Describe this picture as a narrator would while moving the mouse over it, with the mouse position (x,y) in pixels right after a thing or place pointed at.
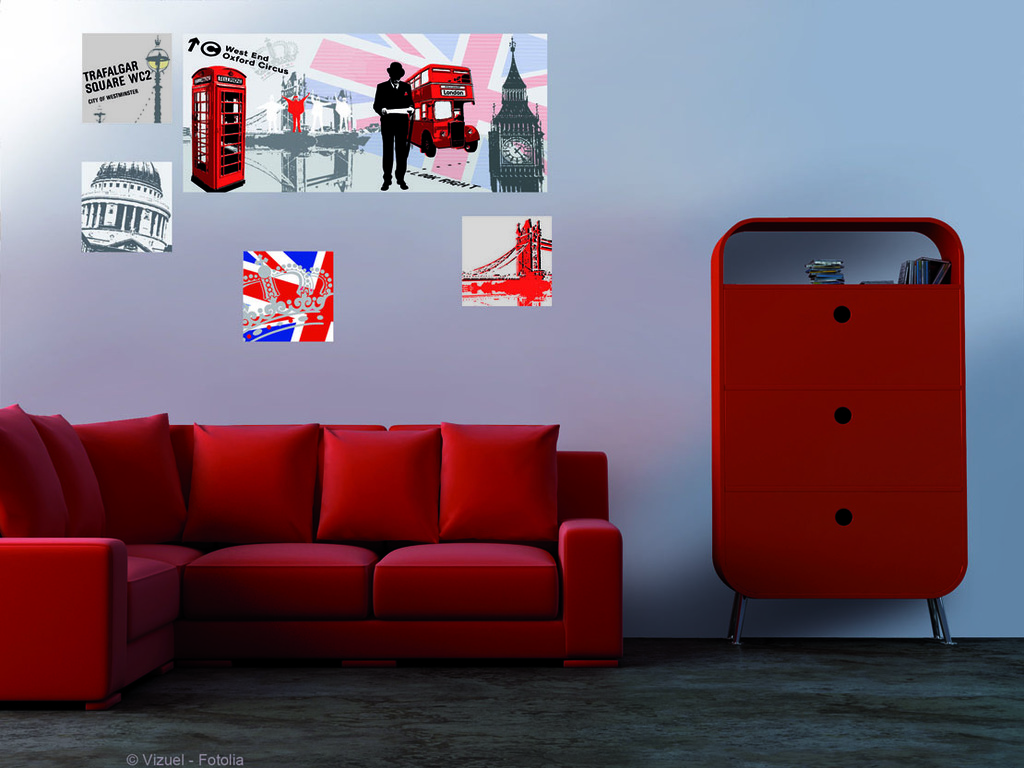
There is a red color sofa (286,551) and pillows (341,466) are there on the sofa (408,471). Beside this there is a cupboard (878,377) and there are some items (915,264) kept on the cupboard (804,381). In the wall (182,292) there are some pictures (489,224).
